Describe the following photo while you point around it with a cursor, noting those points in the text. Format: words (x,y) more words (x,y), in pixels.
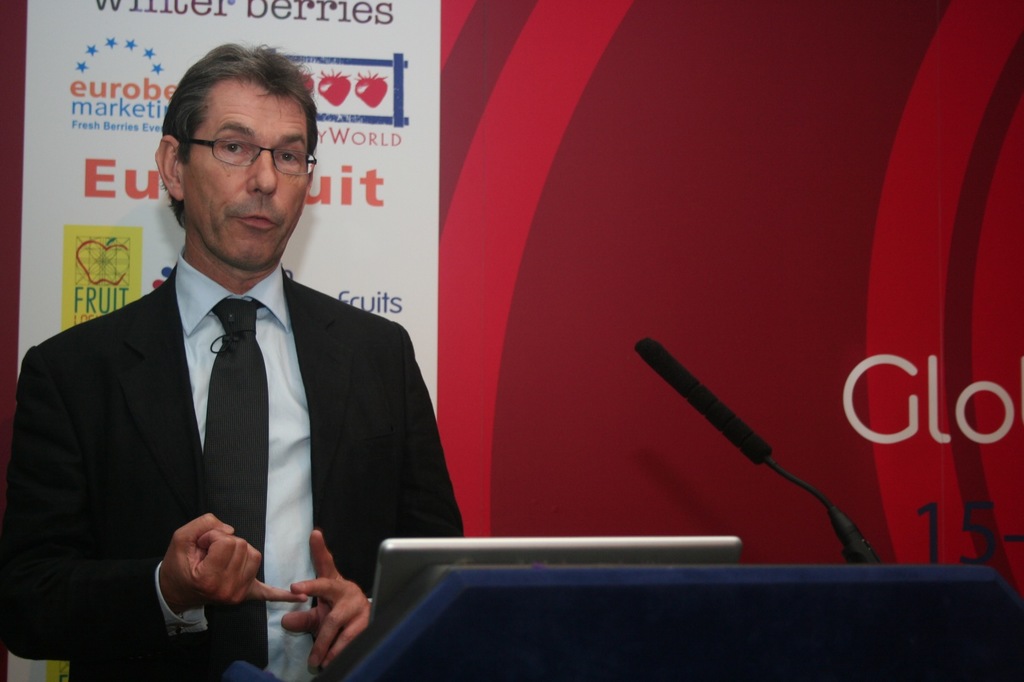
In this image I can see there is a man (191,364) standing at the left side (336,369) and there is a podium (532,581) in front of him, there is a microphone (660,354), laptop (504,564) placed on the podium (681,578) and in the backdrop (586,45) there is a red color banner (611,86) and there is something written on it.
